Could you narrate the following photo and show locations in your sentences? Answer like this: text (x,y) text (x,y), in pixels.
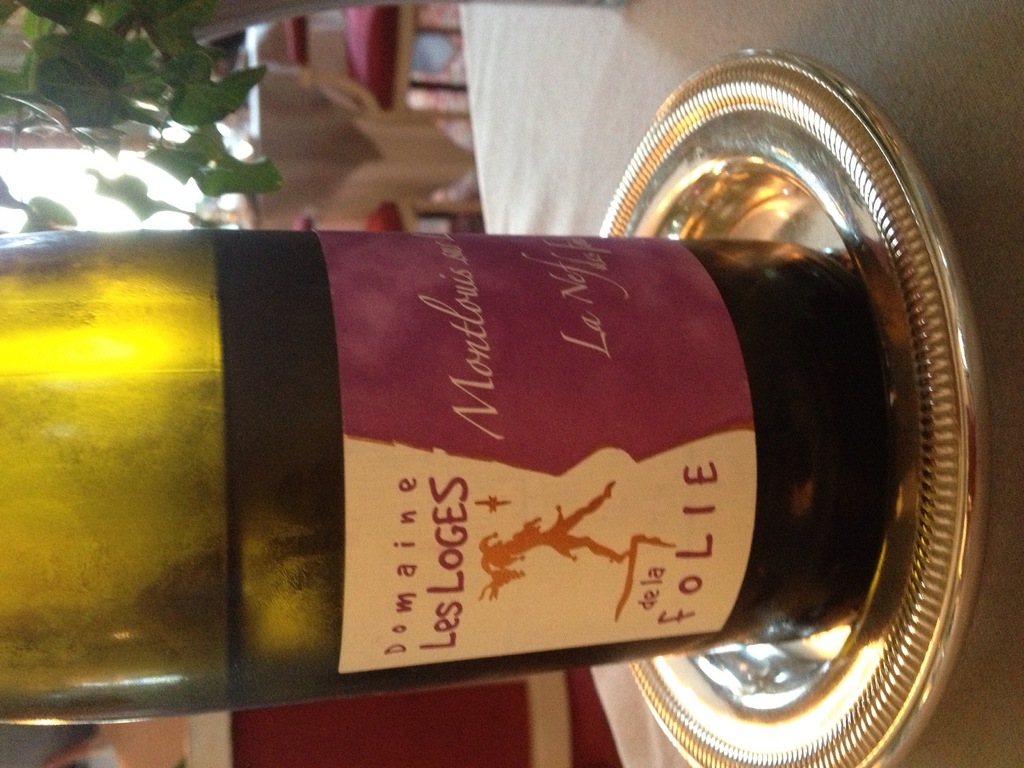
In this image, a liquor bottle (407,316) is kept on the table (886,73) in a plate (914,365). In the left top (146,63), a house plant (190,118) is visible. This image is taken inside a shop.
